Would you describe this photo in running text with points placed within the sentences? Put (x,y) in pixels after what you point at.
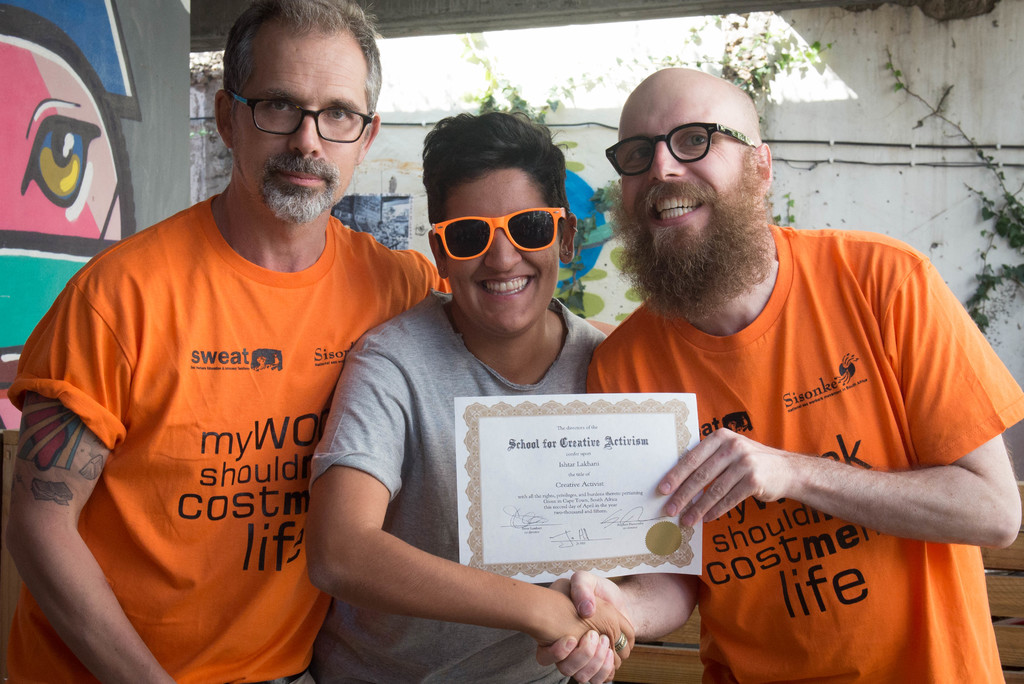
In this image, we can see three persons (671,350) wearing clothes (261,309). There is a person (828,364) on the right side of the image (770,489) holding a certificate (668,463) and shaking hand (613,646) with an another person (522,604) who is in the middle of the image (400,410). In the background of the image (141,213), there is a wall (148,224).
